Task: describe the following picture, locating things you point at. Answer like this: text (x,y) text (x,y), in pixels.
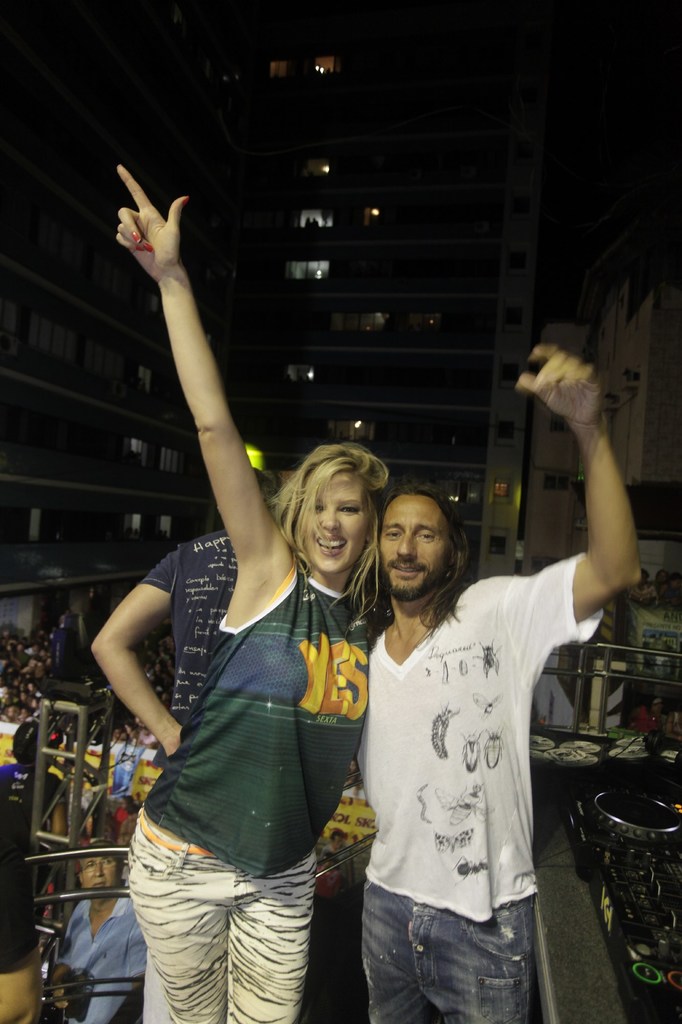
In the picture we can see a woman (276,796) and a man (507,872) are standing together and raising their hands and smiling and behind them, we can see one person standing and in the background (591,355) we can see a building (279,465) with several floors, windows (66,521) and lights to it.
